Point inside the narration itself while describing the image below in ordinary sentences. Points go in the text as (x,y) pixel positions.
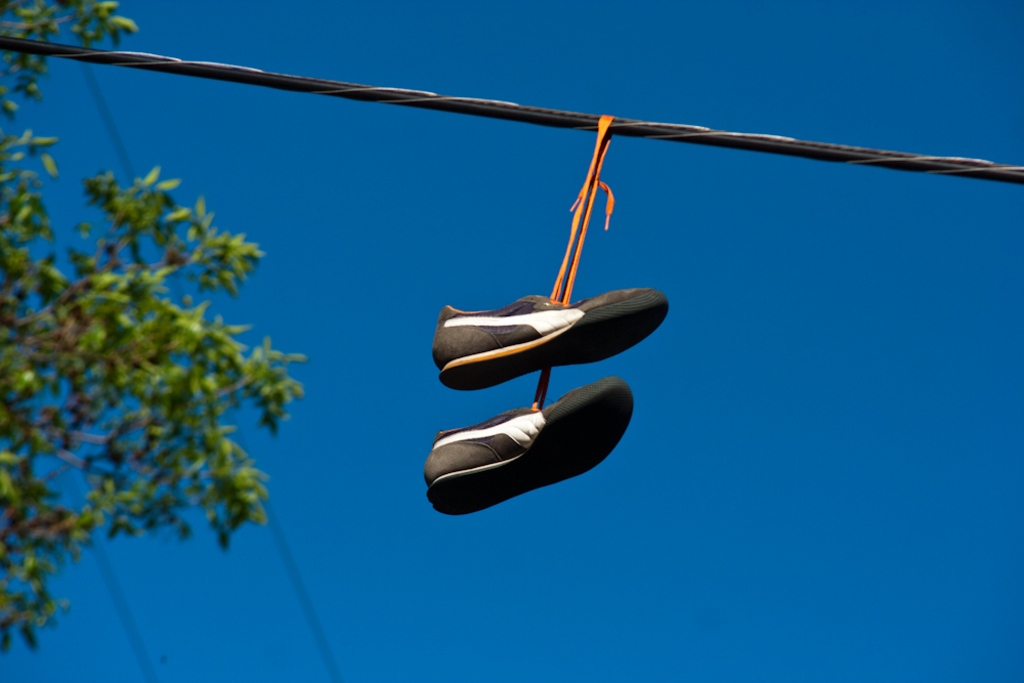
In this picture I can see there are a pair of shoes (551,442) hanged on the wire (208,78) and there is a tree (70,349) at the left side (63,236) and the sky (522,276) is clear.
